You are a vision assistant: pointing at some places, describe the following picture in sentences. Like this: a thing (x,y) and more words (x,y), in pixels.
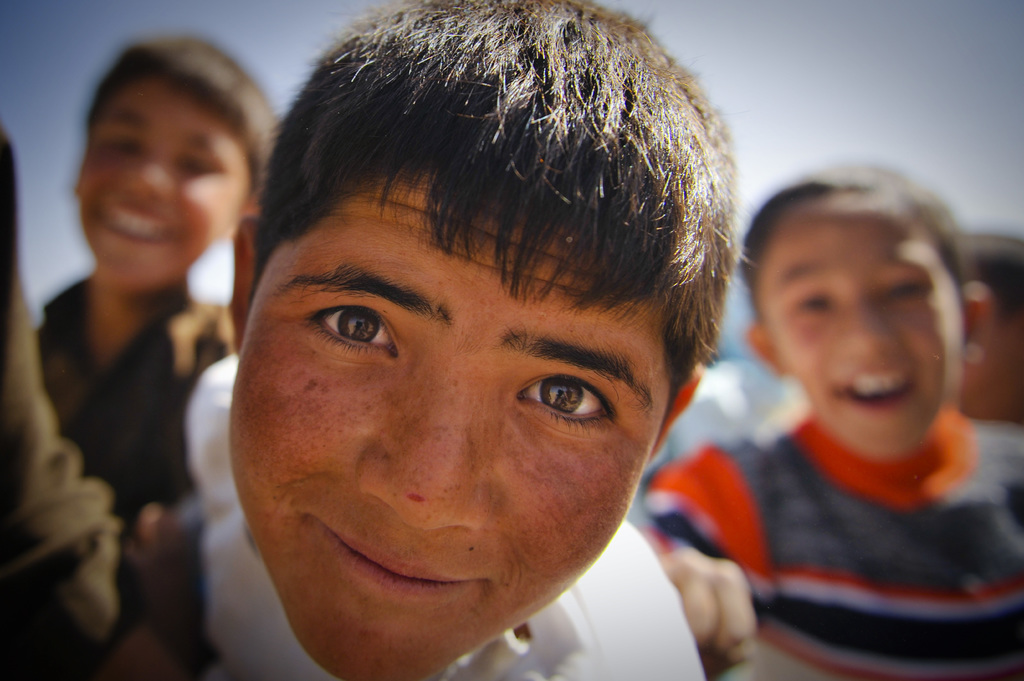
In the center of the image (546,280) we can see a person's face (336,460). In the background (88,225) we can see sky (753,46) and persons (793,343).
